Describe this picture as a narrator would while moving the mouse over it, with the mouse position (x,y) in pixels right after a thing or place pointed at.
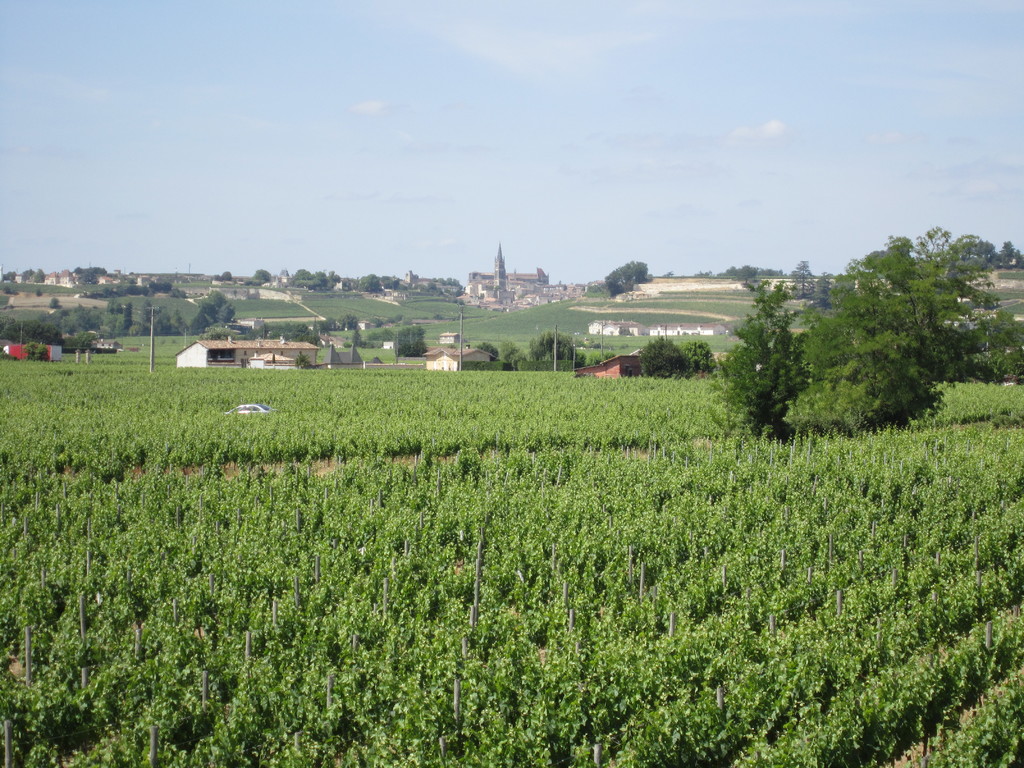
In this image, we can see some green color plants (757,564) and trees (768,366), we can see some homes (295,343), at the top (706,68) there is a blue color sky (591,47).
